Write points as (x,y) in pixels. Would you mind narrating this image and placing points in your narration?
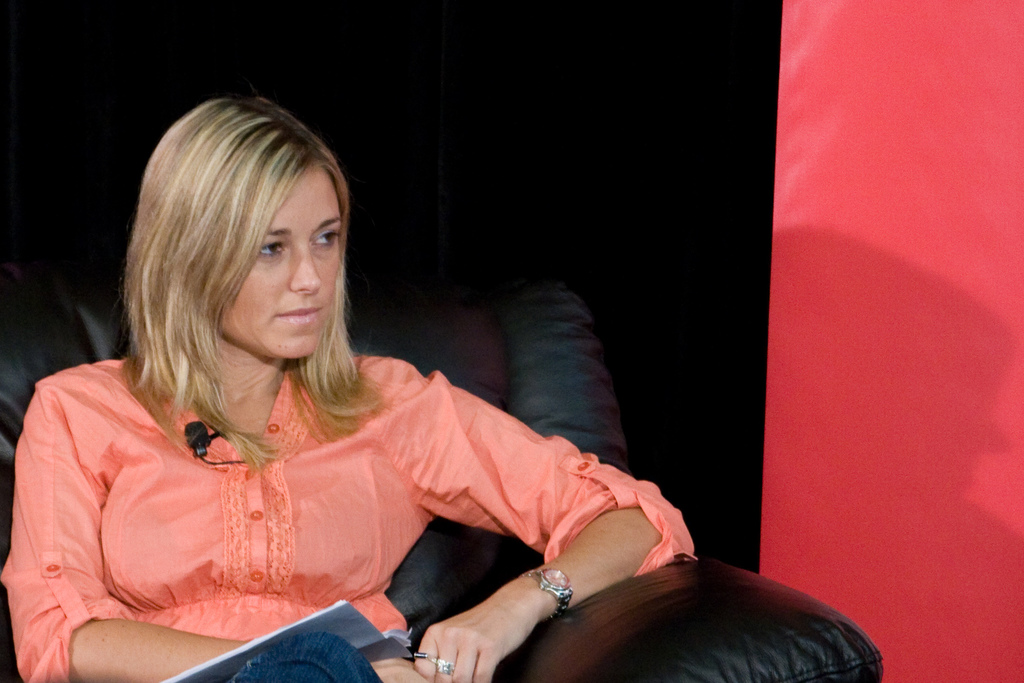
In this picture, we can see a person (280,498) with microphone (220,463) is sitting on a sofa (581,662) and holding some object (369,639), we can see the wall (787,287).
